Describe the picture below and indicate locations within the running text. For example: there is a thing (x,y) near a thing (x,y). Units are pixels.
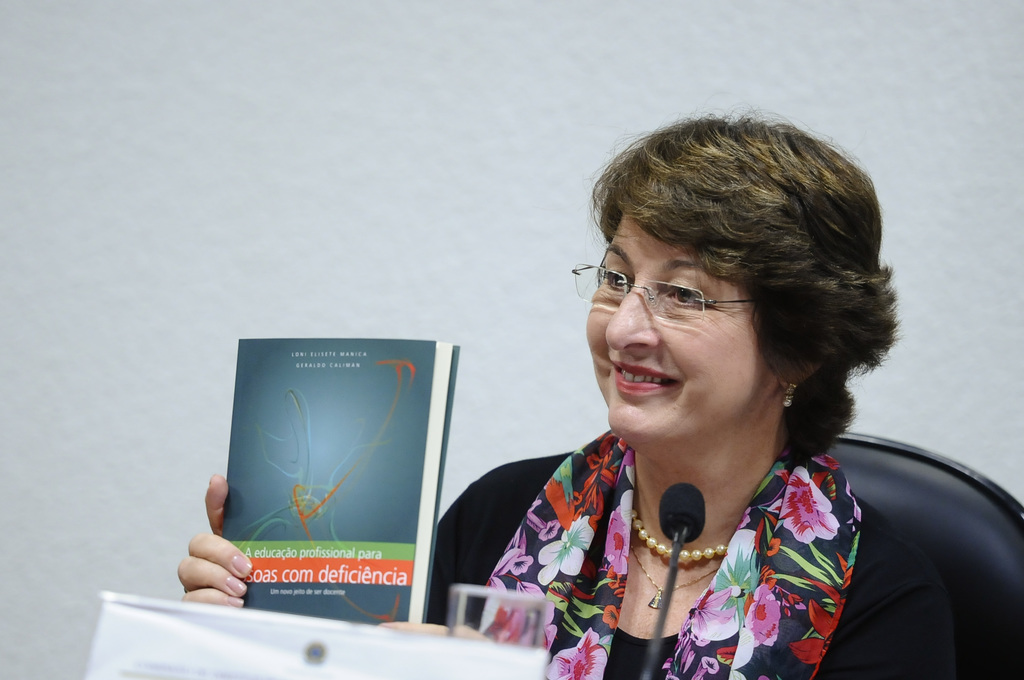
In the foreground of this image (460,643), there is a mic (651,669) and a paper (279,641) like an object (196,647). In the background (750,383), there is a woman (797,554) in black dress (874,584) sitting on the chair (944,522) holding a book (328,464) in her hand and also having smile (656,372) on her face (633,358). In the background (432,217), there is a white wall (324,227).
